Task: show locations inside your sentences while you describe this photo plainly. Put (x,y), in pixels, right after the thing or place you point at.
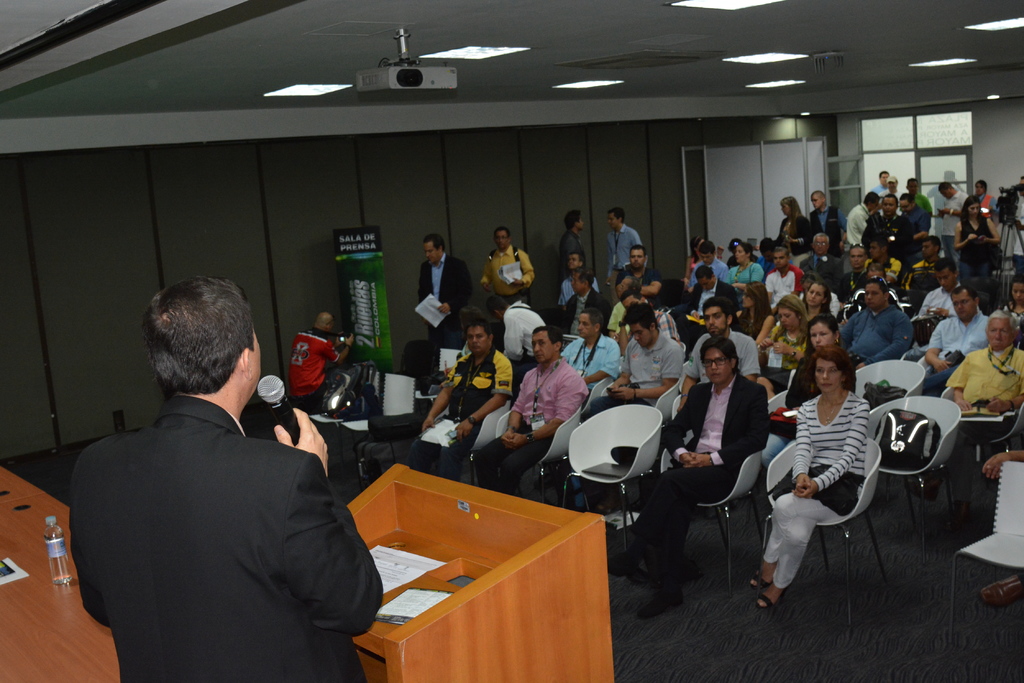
In a room (781,279) there are many people (882,326) sitting on the chair (874,439) which is in white color. In the background (909,153) there is a door (923,165). And to the left side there is a banner (360,265). And there are some people (512,253) standing to the corner. To the left side (306,492) there is a man (218,527) with black jacket (260,489) holding a mic (293,414) in his hand (310,426). He standing on front of the podium (515,577). On the stage (64,567) there is a table (22,543) with bottle (48,556) on it.
